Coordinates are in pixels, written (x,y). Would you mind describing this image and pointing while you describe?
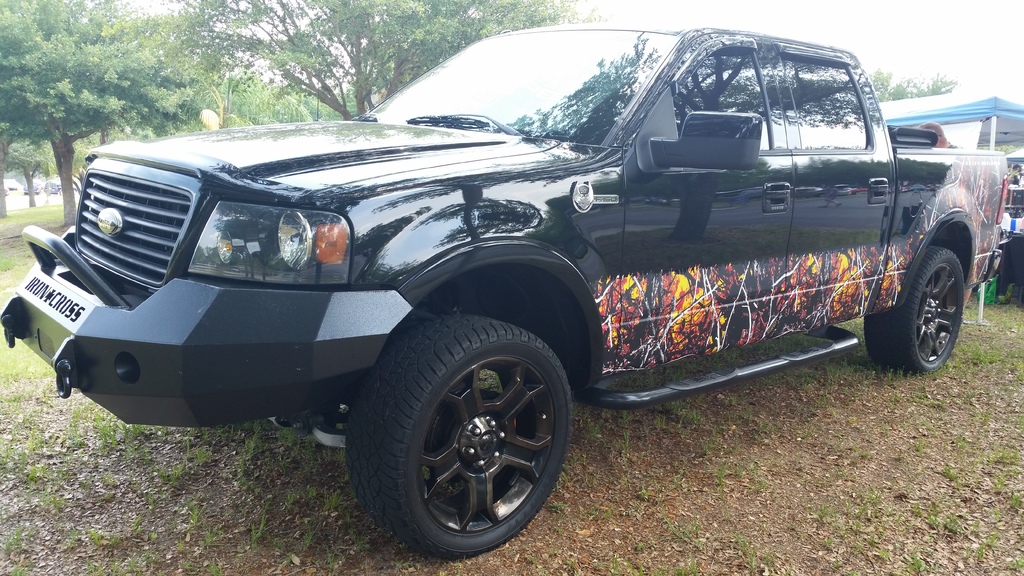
In this picture, we see a vehicle (502,267) in black color is parked. At the bottom (217,525), we see the grass (86,449). On the right side (915,119), we see a tent (933,109) in white and blue color. There are trees (210,82) in the background (79,111). On the left side (55,183), we see cars (10,187) parked on the road (55,201).
